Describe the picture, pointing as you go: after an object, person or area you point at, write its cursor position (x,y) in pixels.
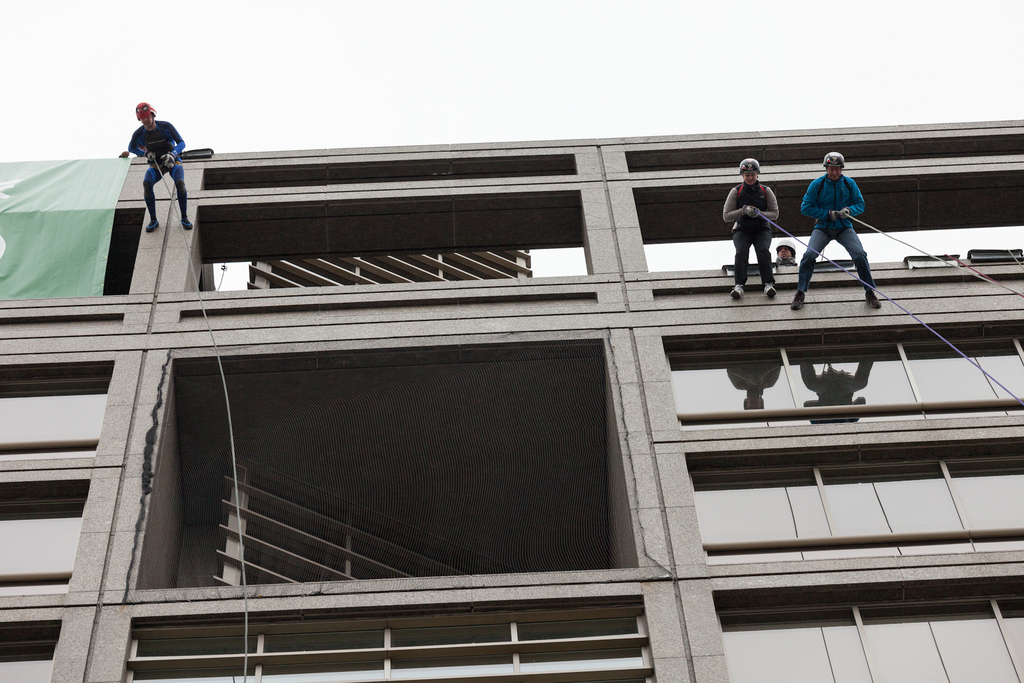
In this image I can see a building (801,334) and few people (737,203) on wall (801,221) with rope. I can see all are wearing helmets (144,111).
